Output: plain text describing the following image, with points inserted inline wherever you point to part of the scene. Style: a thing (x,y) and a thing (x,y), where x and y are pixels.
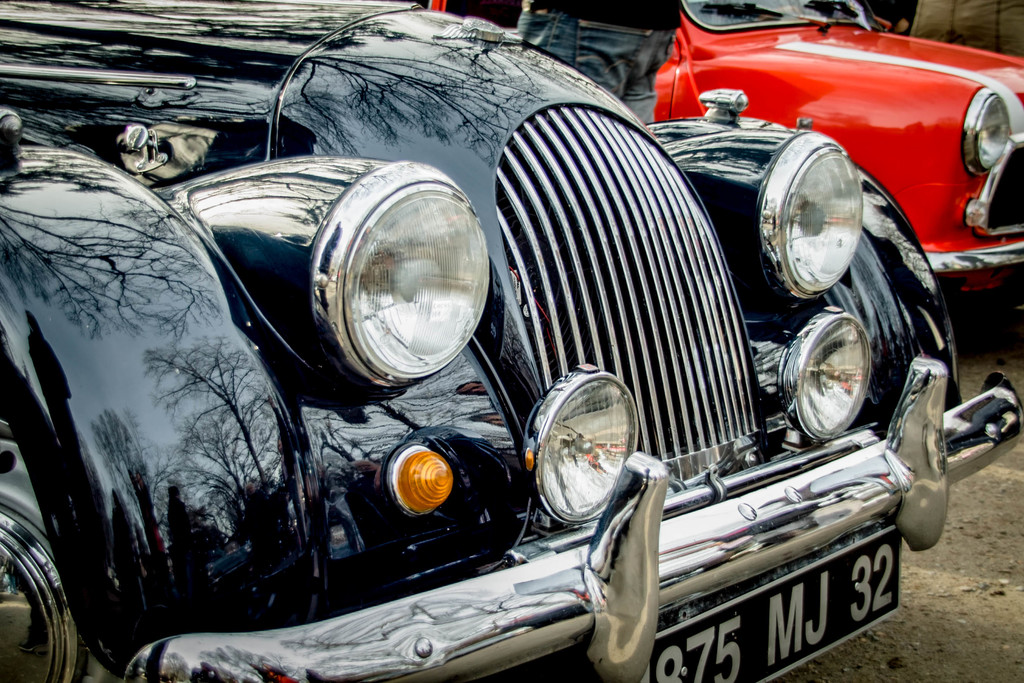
In the picture there are two cars (610,212) and there is a person (633,52) standing beside the second car (697,50).
